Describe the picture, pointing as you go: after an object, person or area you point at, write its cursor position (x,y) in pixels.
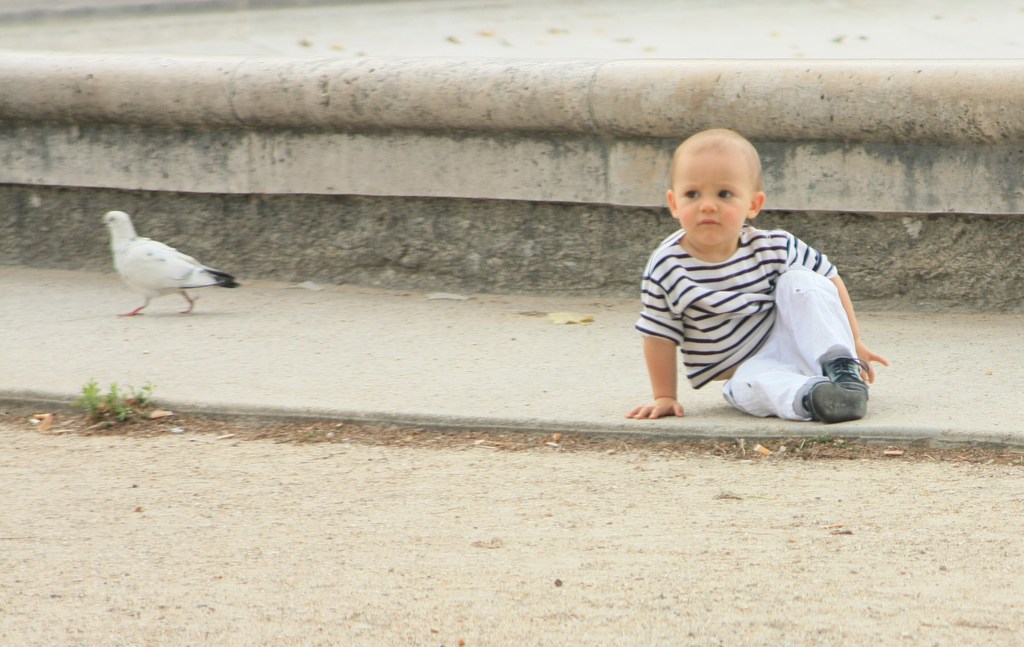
In this image I can see the child (747,305) sitting on the road (534,372). The child (776,362) is wearing the black and white color dress (723,361). To the left (146,280) I can see the bird (136,269) which is in white and black color. I can also see the grass (120,411).
